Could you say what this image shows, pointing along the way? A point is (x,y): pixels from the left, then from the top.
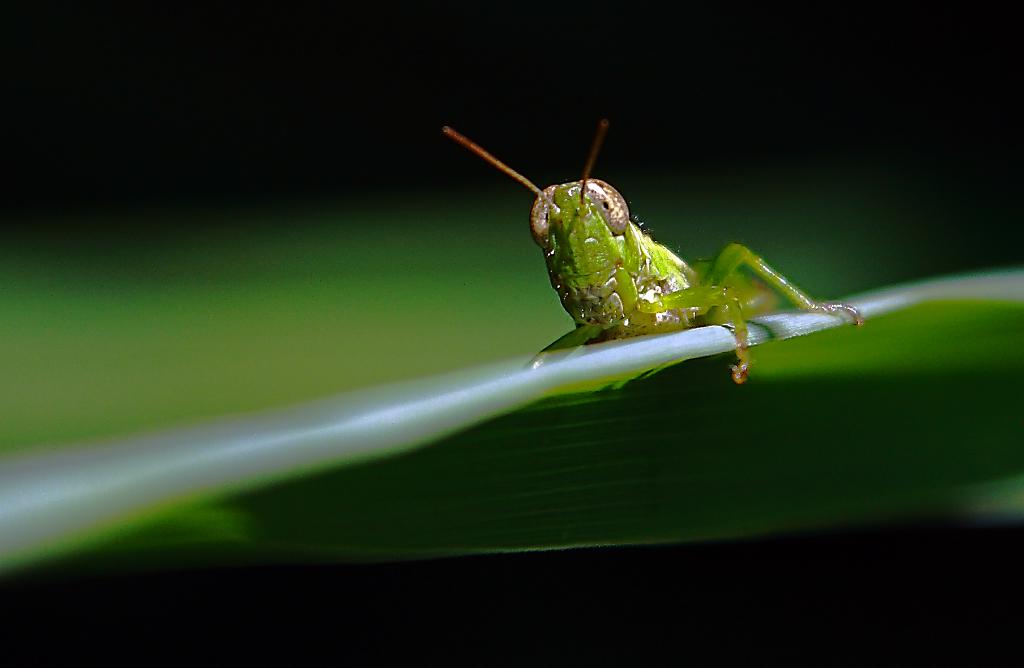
In the foreground (910,340) I can see an insect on the leaf (469,402). The background (696,65) is dark in color. This image is taken may be during night.
